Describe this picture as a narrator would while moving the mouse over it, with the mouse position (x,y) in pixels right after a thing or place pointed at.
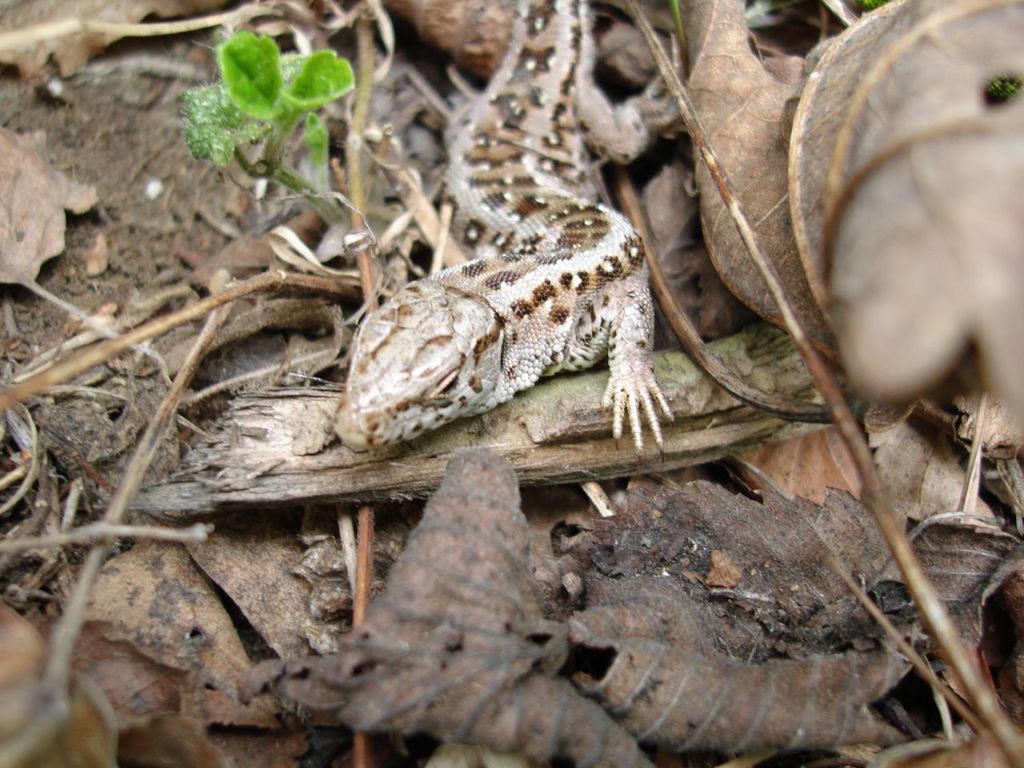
In the middle of this image (567,265), there is a lizard (551,132) on the ground (633,177), on which there are dry leaves (828,249), sticks (370,531) and a plant (281,88) having green color leaves (267,62).
